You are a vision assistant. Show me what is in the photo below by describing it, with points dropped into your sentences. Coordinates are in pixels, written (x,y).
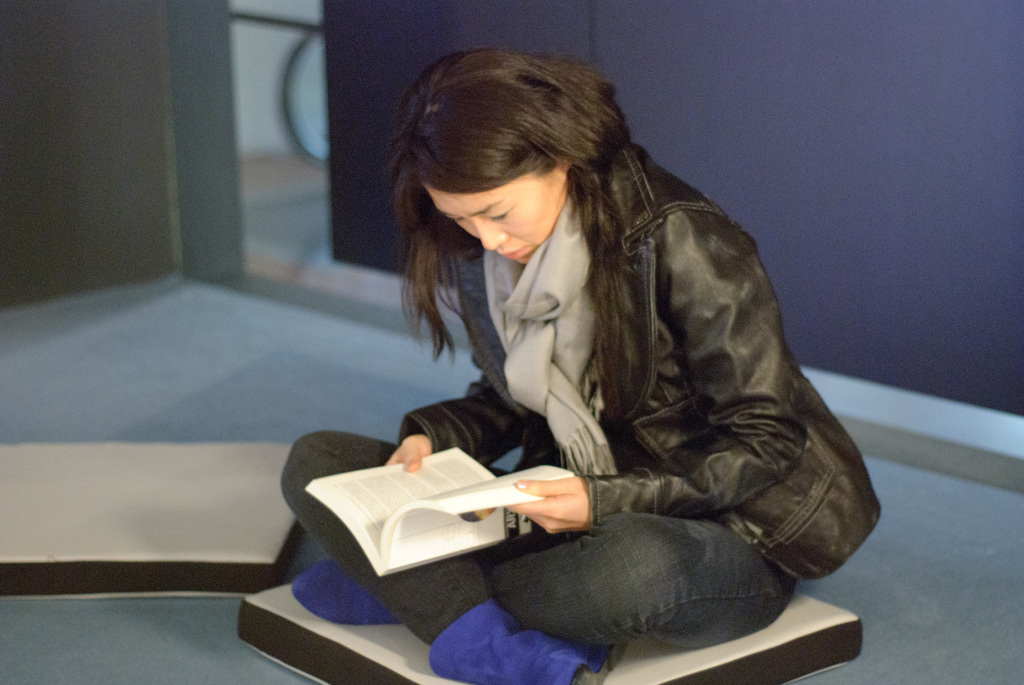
In the image we can see a woman (570,296) wearing clothes (650,484), shoes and she is sitting, she is holding a book (420,493) in her hand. Here we can see the floor (938,595), wall (827,147) and the background (274,180) is blurred.
